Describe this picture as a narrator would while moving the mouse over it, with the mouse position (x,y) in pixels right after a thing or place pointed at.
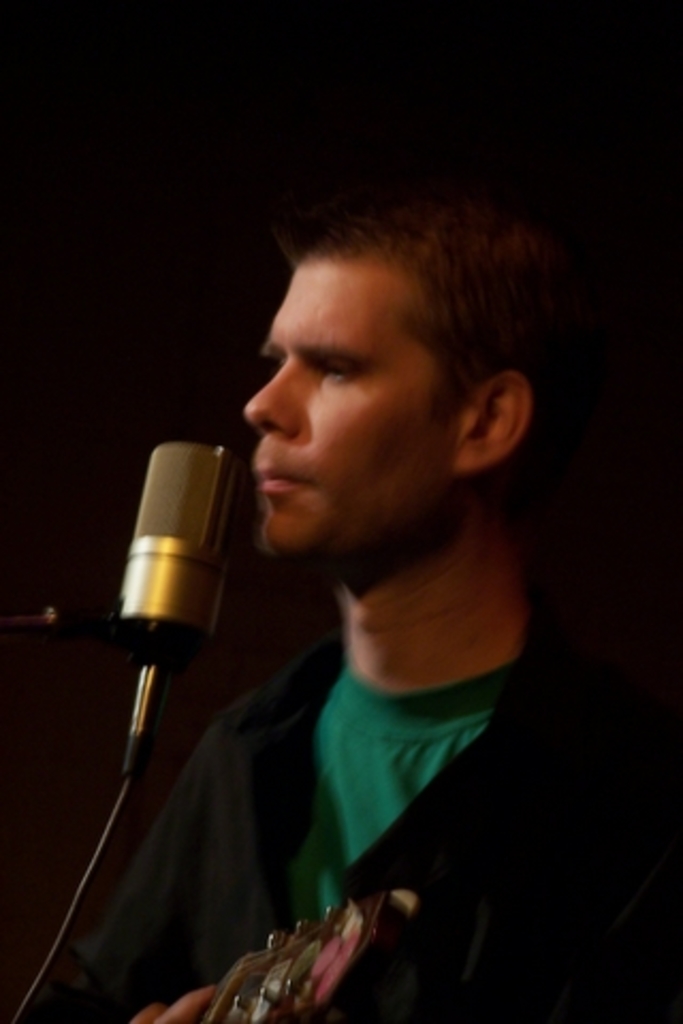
In this image I can see a person (410,883) is holding a musical instrument (322,943). In front (193,521) I can see a mic (186,480). Background (261,48) is black in color.
